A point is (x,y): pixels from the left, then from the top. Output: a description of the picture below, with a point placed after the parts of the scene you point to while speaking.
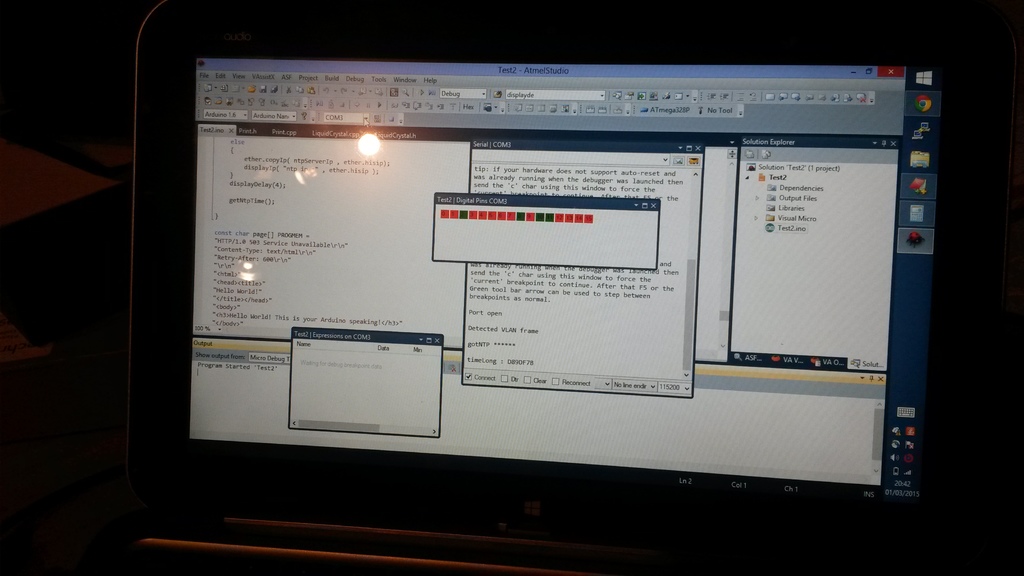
In this image I can see the screen (533,272) and there is a black background (16,563).
